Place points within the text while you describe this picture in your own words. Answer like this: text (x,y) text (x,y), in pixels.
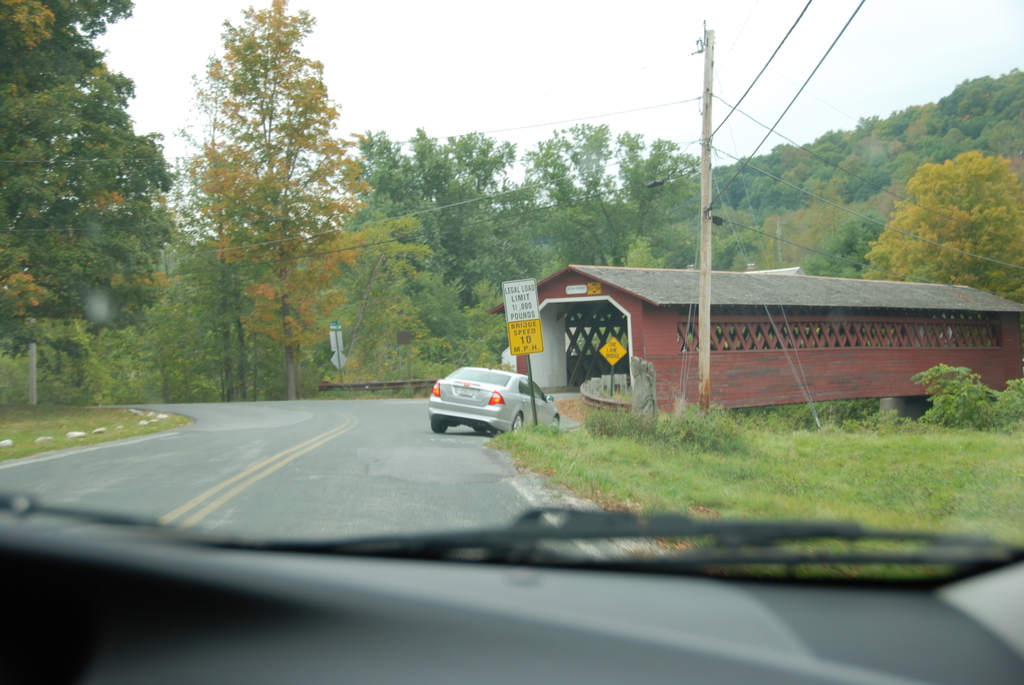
In the foreground of this picture (294,554) we can see an object (895,560) seems to be the vehicle (375,589). In the center (659,425) we can see the green grass (759,456), plants (834,403), trees (479,361), car (480,396) running on the road (429,460) and we can see the text (534,346) on the boards (520,317) attached to the metal rods (530,365) and we can see a pole (705,352), cables (773,324) and a covered bridge (861,308). In the background (407,76) we can see the sky (463,27), trees (656,197) and some other objects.
